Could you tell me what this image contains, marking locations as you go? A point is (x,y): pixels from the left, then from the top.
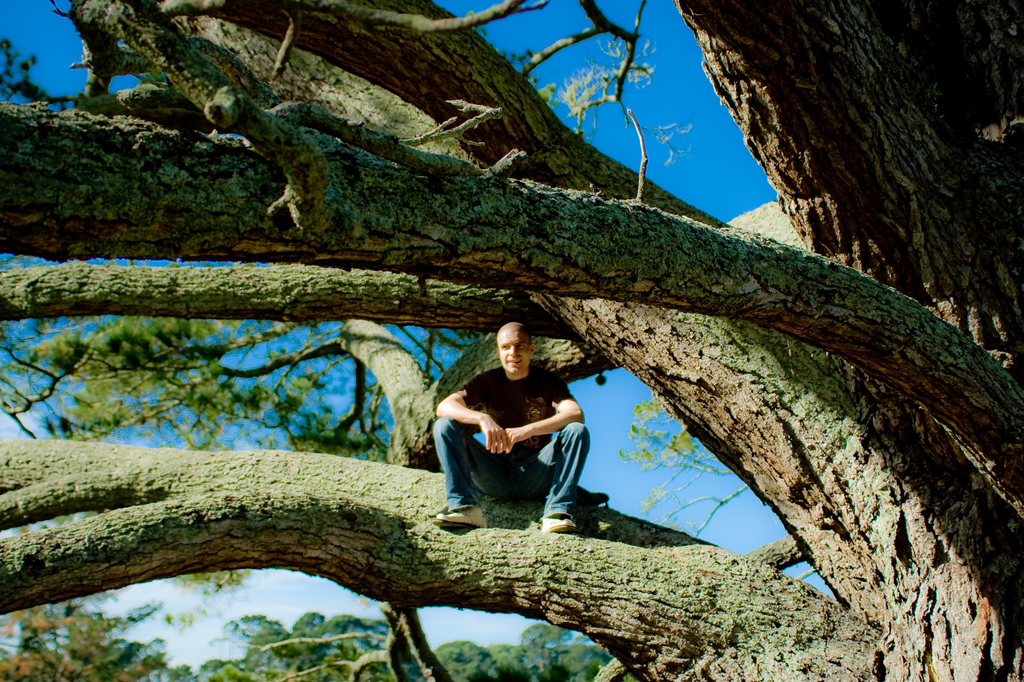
In the middle of the image (661,405) a man (570,437) is sitting on a tree (107,125). Behind him there is sky (44,336). Bottom left side of the image (108,618) there are some trees (26,615).
